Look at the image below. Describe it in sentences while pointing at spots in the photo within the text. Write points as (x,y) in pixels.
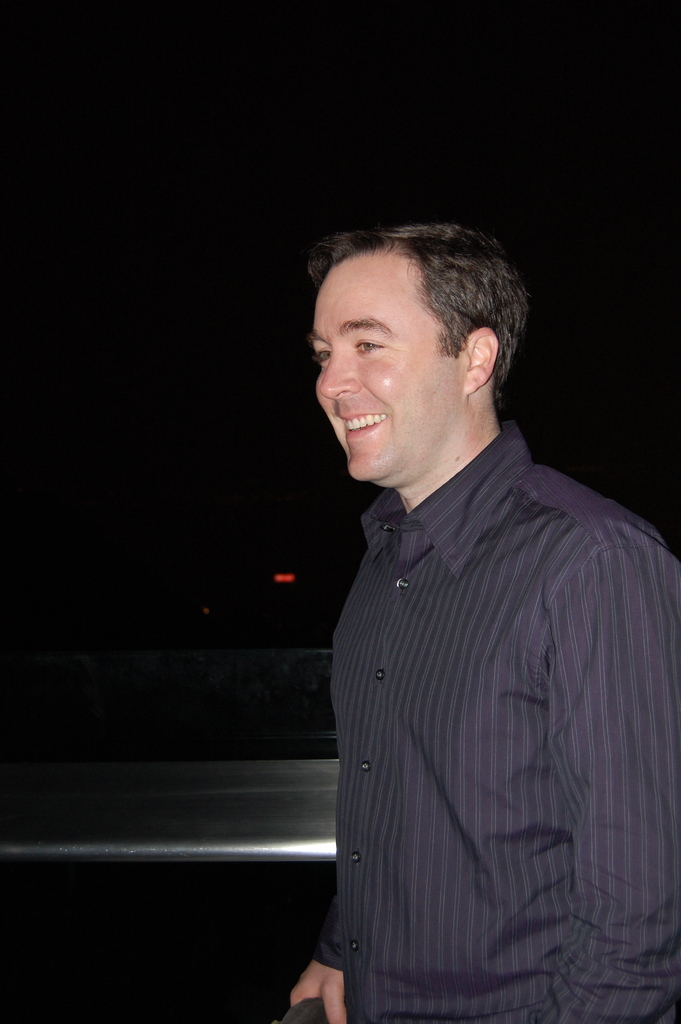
This image consists of a man (440,750) wearing a purple shirt (424,766). Beside him, there is a railing (27,833) made up of metal (183,812). The background (115,178) is too dark.
